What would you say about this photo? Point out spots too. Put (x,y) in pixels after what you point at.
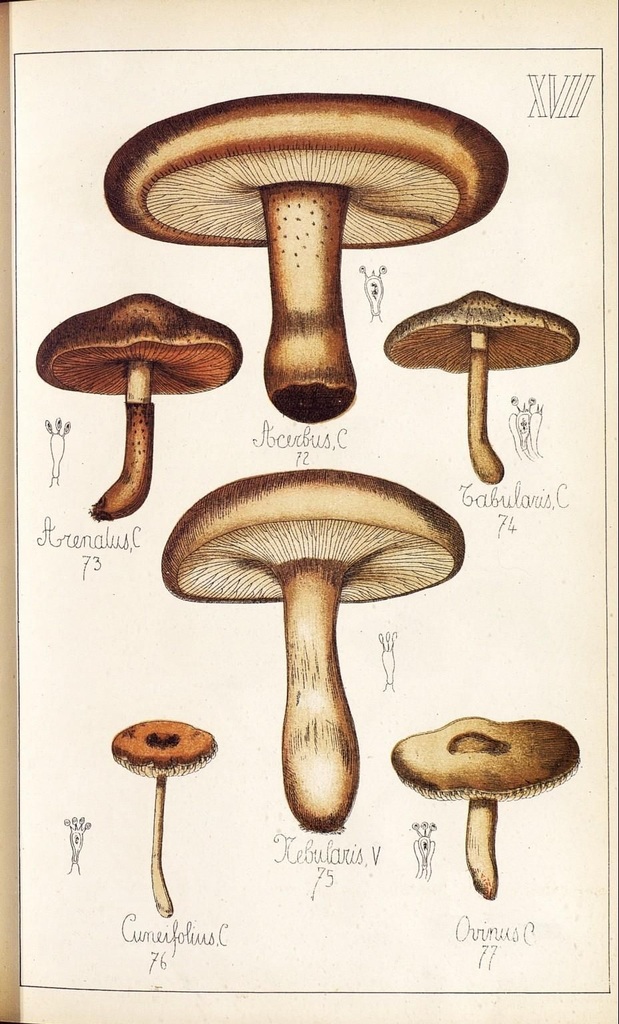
In this image I can see few mushrooms (393,485) in brown color and something is written on the paper (378,830).
